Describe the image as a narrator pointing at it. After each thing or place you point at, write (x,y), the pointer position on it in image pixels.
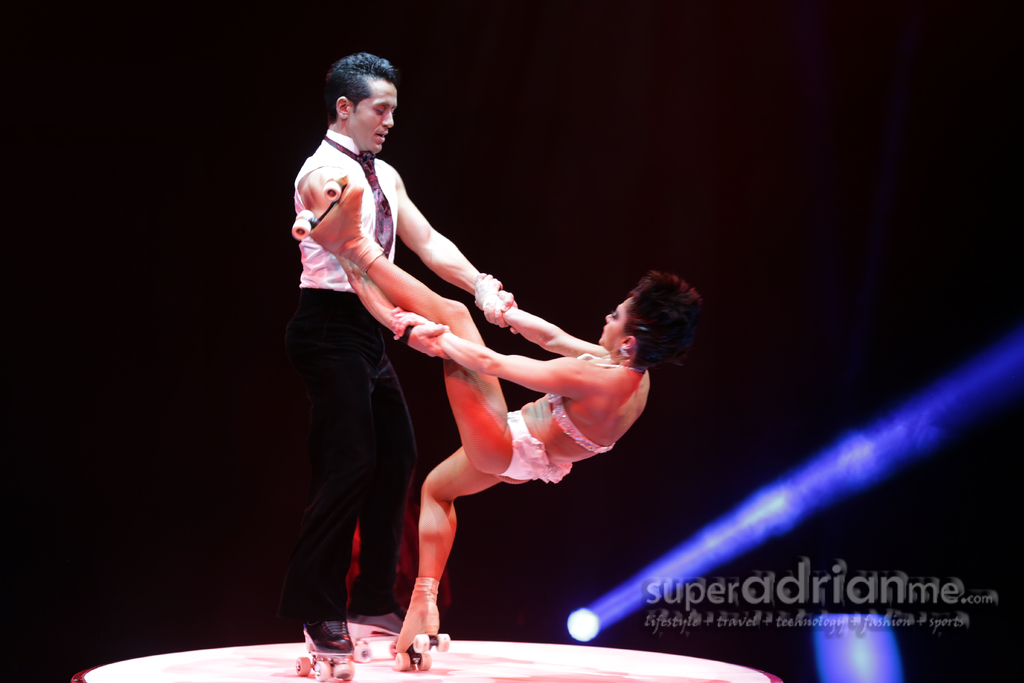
In this image we can see a man (344,623) and a woman (483,399) wearing the roller skates (383,623) and are present on the surface (391,662). The background (908,609) is in black color. We can also see the focus light (623,612) and at the bottom (678,591) there is text (854,591).
